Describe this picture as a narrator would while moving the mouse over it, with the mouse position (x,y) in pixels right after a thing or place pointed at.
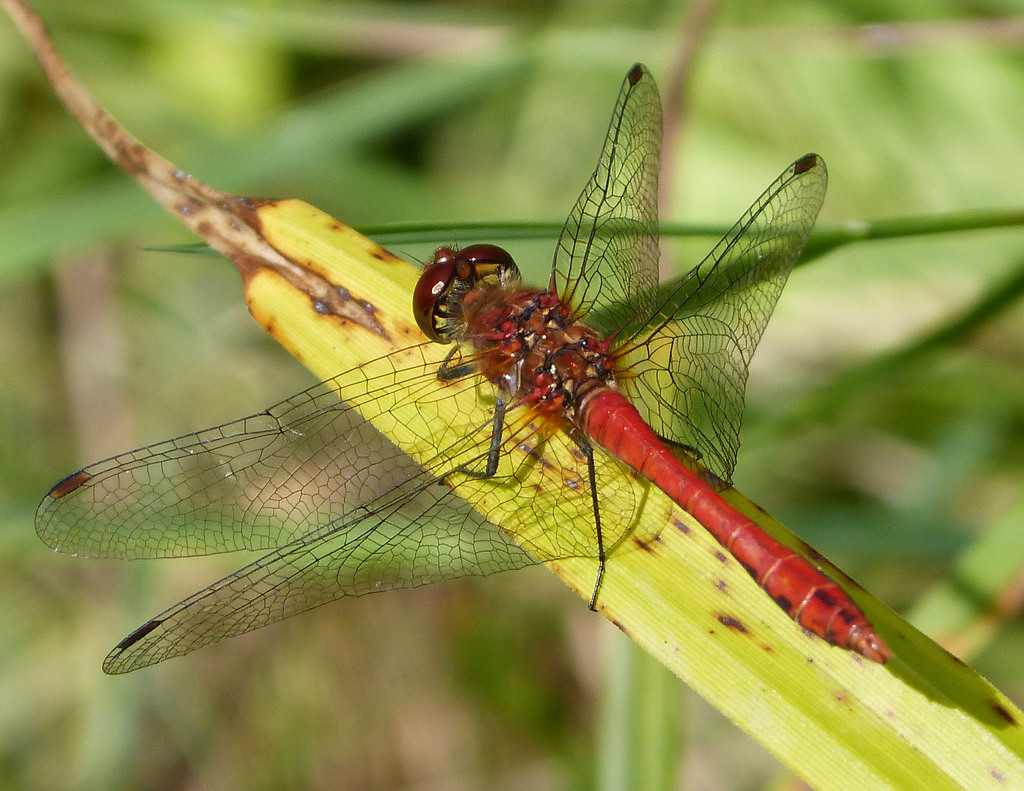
In this picture there is a dragonfly (585,337) in the center of the image (535,407), on the leaf (653,543) and there is greenery (701,214) in the background area of the image (669,210).
